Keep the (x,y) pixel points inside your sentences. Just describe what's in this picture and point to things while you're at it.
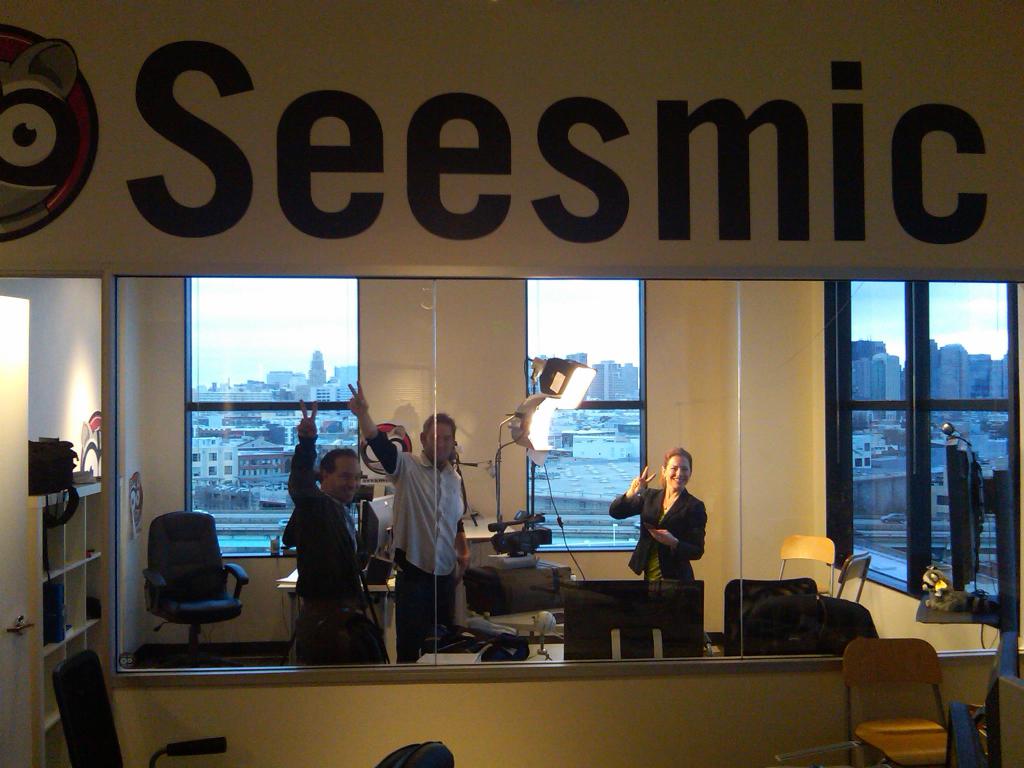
In this image in the middle (404,436) it is a glass wall (400,437), inside this two men (424,515) are standing and raising their hands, smiling. In the middle (530,395) there are focused lights (518,421), on the right side (686,519) a woman (663,499) is standing and smiling. She wore a coat (696,527) and there are chairs (754,587) and computer monitors (683,611) in this room (560,602), at the top (916,138) there is the name (738,189) on a wall (540,169).
